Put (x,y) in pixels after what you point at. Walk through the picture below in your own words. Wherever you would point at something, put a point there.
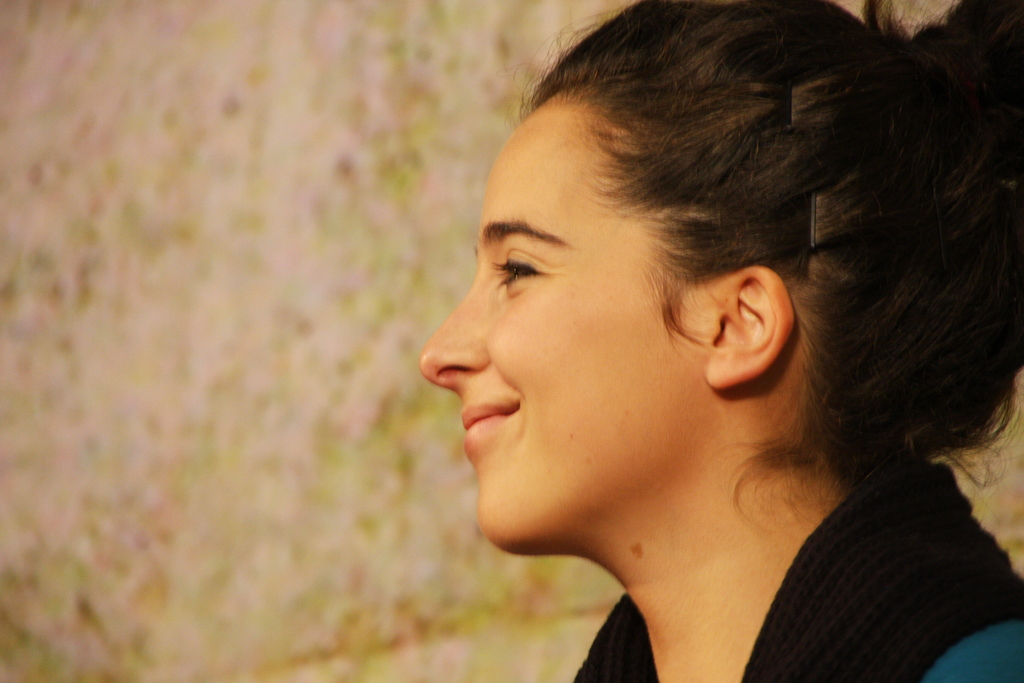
Here in this picture we can see a woman (653,389) present over there and we can see she is smiling.
